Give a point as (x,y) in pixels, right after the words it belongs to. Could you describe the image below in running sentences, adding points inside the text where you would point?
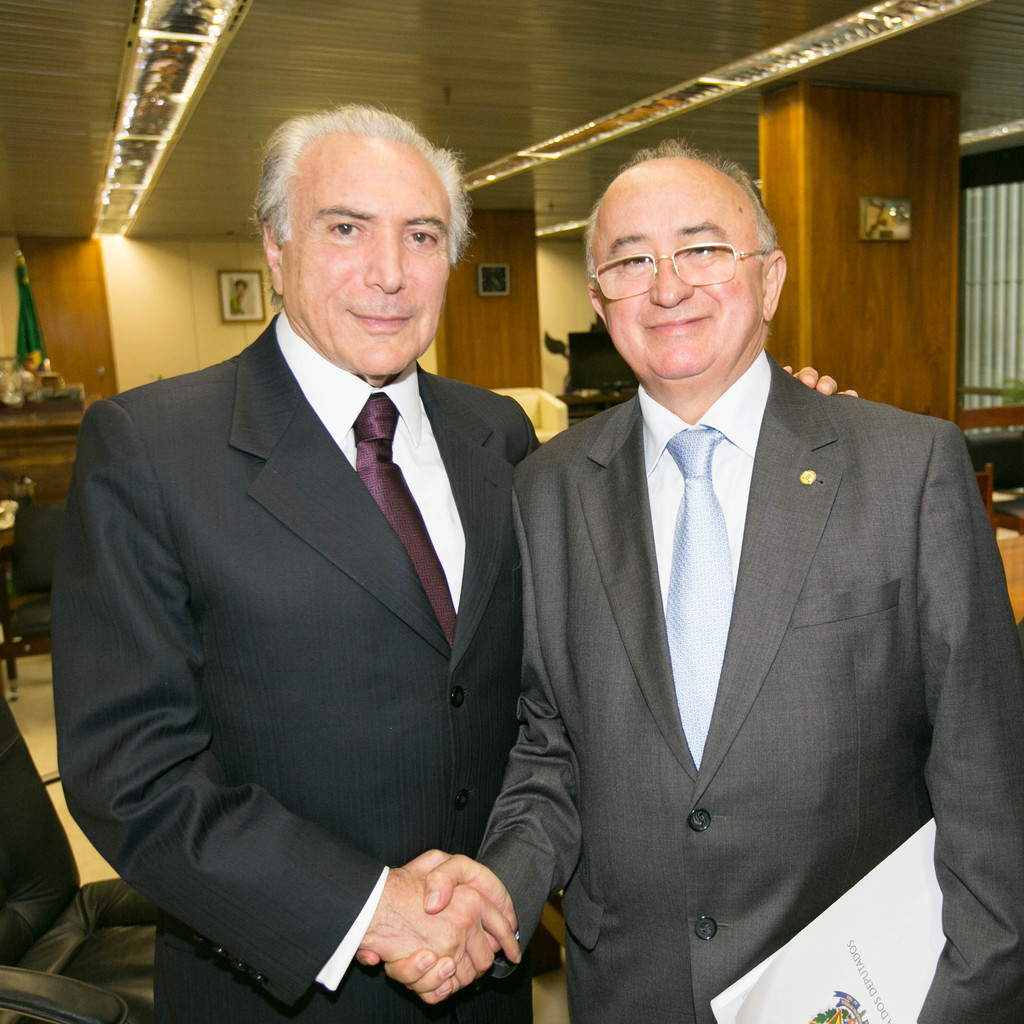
In this picture we can see two persons (598,752), one person (606,806) is wearing spectacles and in the background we can see a wall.
